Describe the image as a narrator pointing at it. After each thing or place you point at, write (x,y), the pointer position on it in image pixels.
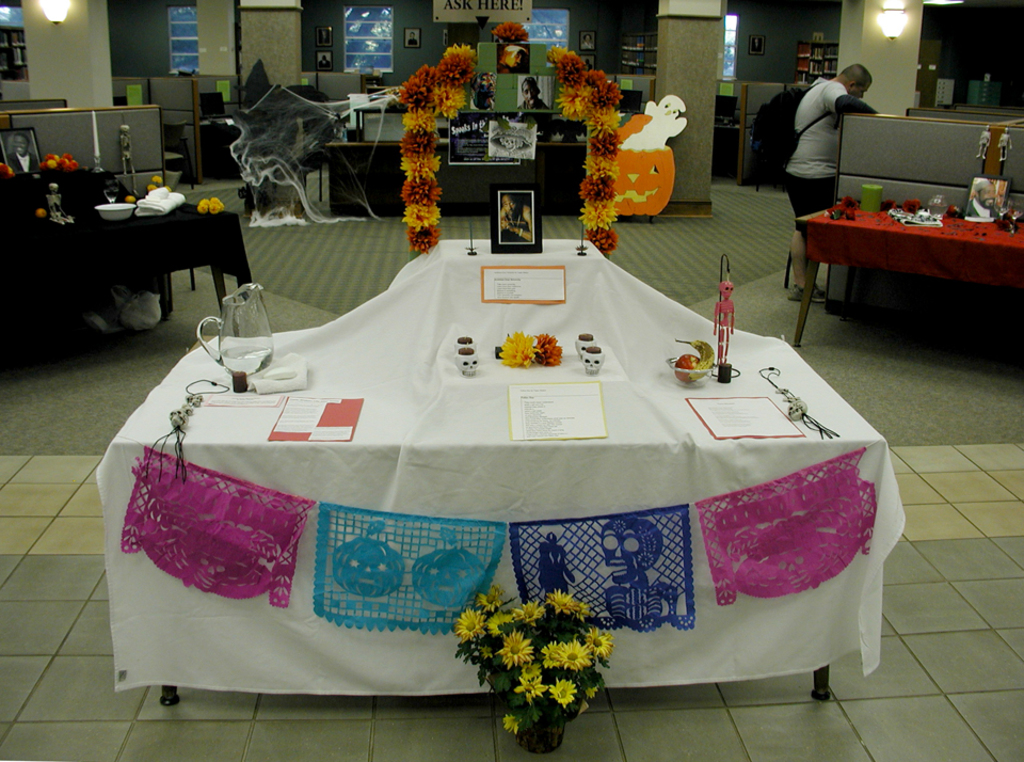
There is a room (297,278). We can see there is a table (645,395). There is a jar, paper (542,411), poster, photo frames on a table (651,399). On the right side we have a person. He's wearing a bag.
